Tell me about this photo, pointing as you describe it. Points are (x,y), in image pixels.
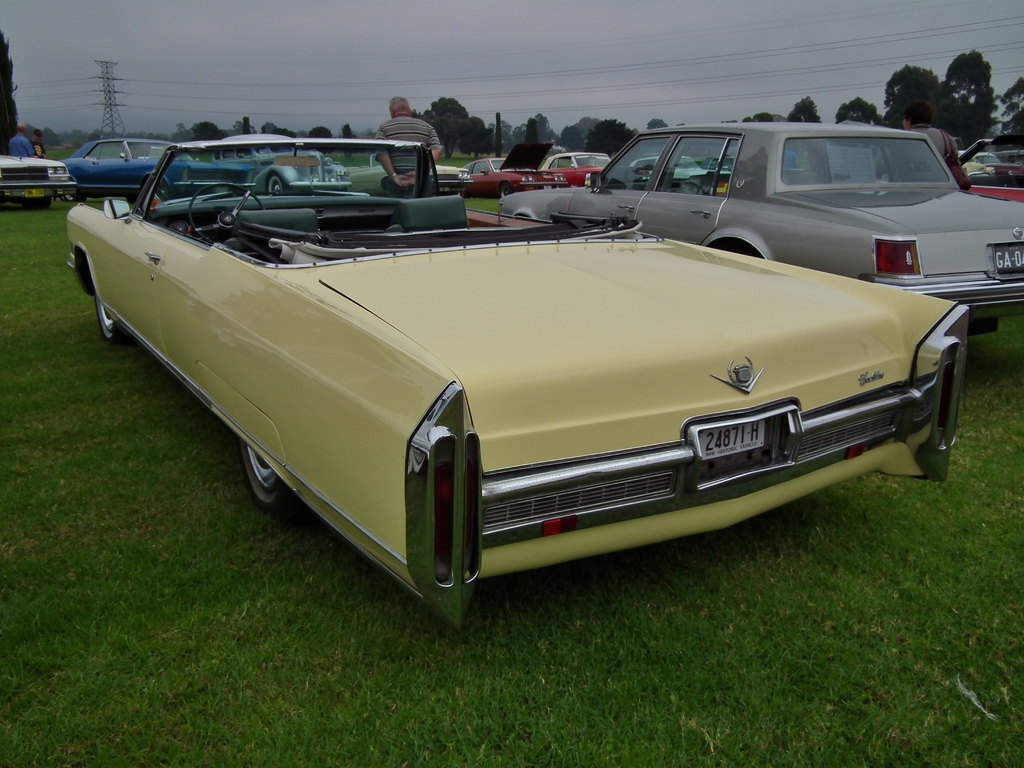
In this image we can see vehicles (4,191) on the grass (141,569) on the ground (61,448) and there are few persons (400,103) standing. In the background (158,97) there are trees (3,80), wires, tower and clouds (269,42) in the sky (149,12).
